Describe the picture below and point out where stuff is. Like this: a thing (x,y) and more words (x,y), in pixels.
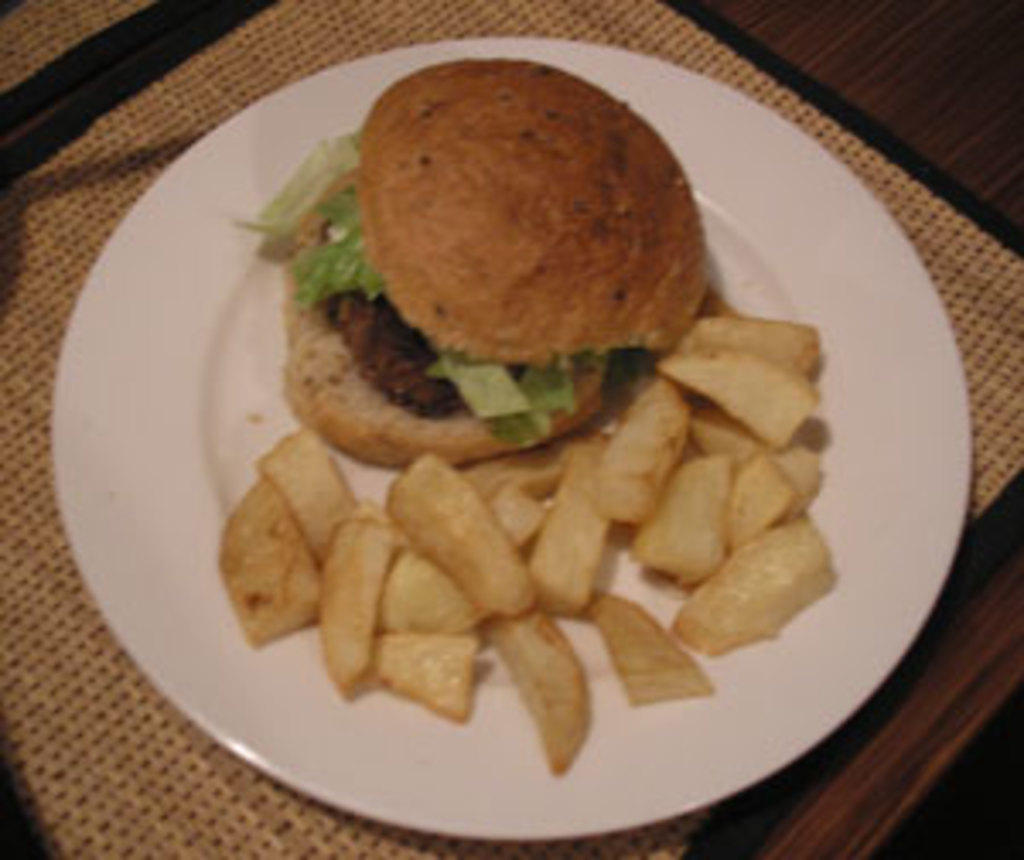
In this picture, there is a plate (809,315) placed on the table (28,220). In the plate (527,716), there is a burger (390,303) and french fries (723,510).
